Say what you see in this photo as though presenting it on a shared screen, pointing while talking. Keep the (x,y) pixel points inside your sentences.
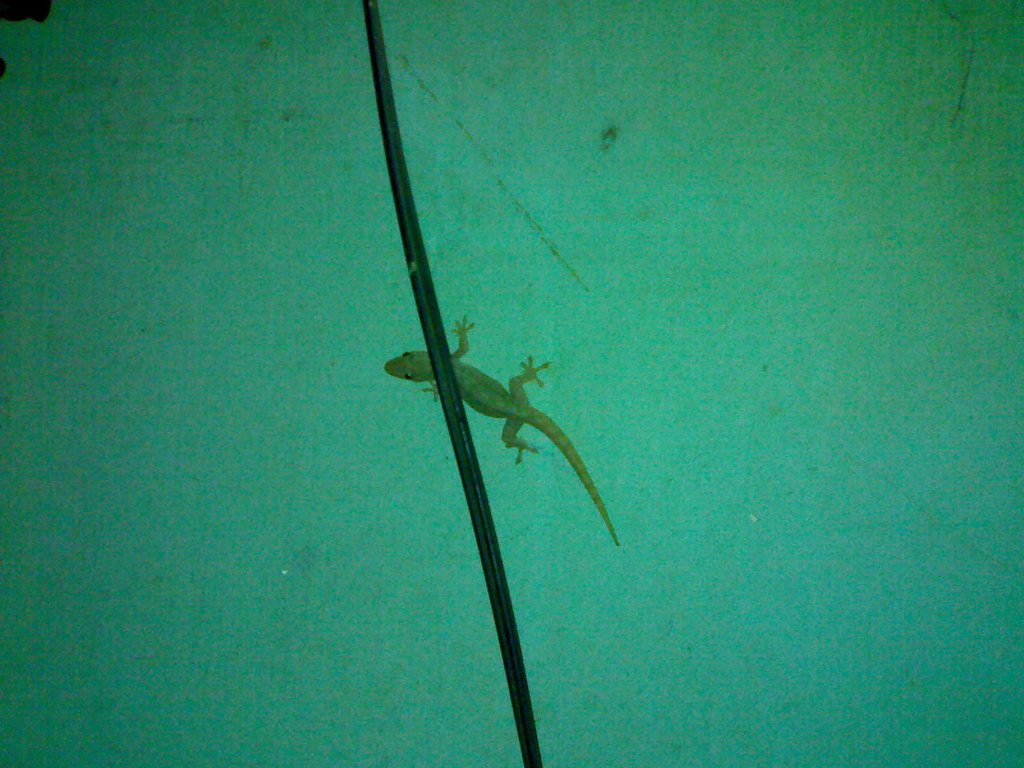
In this image there is a lizard (466,399) on the wall (504,346), in front of the lizard (577,473) there is a cable (443,389).
